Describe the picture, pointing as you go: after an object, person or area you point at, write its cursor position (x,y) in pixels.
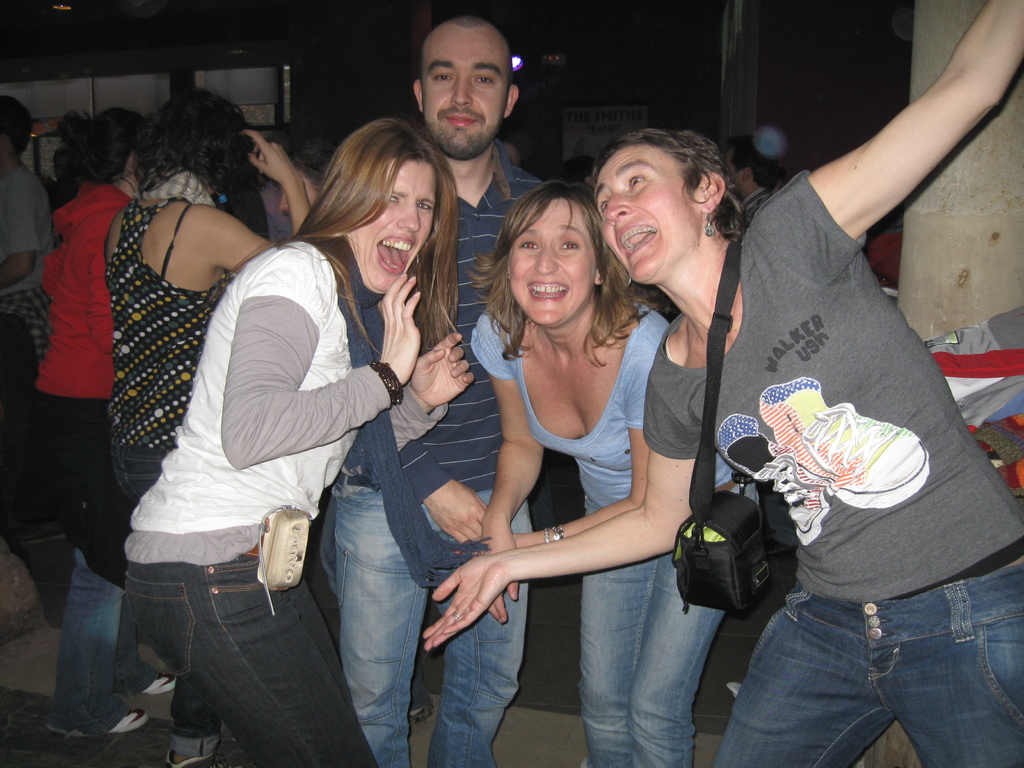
In this image in the foreground (538,375) three ladies (500,342) and a man (482,188) are standing. They all are smiling. Two ladies (433,547) are carrying camera (724,529). In the background (158,213) there are few other people (170,136). The background (177,123) is dark.
